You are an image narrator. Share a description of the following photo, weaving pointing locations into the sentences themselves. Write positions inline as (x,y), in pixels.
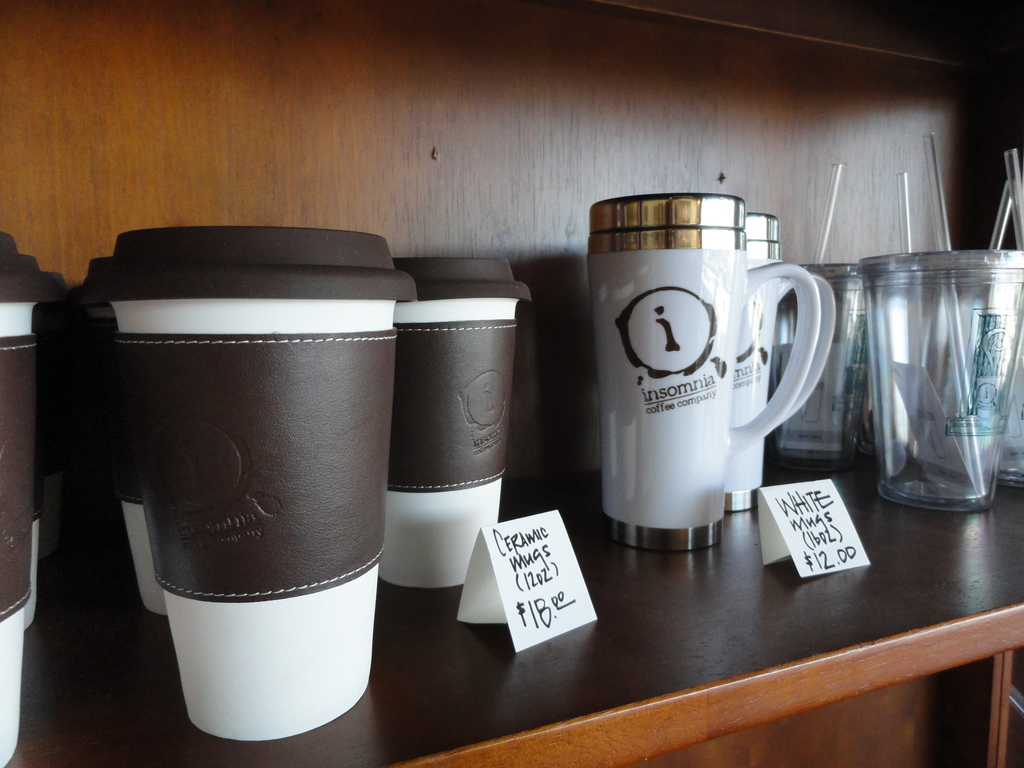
In this image there are objects (182,433) on the wooden surface (791,624), there is the text (550,575) written on the papers (531,562), there are straws (834,192), there are objects (999,368) truncated towards the right of the image (993,339), there are objects (27,441) truncated towards the left of the image (38,512), at the background of the image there is a wooden wall (676,146).
